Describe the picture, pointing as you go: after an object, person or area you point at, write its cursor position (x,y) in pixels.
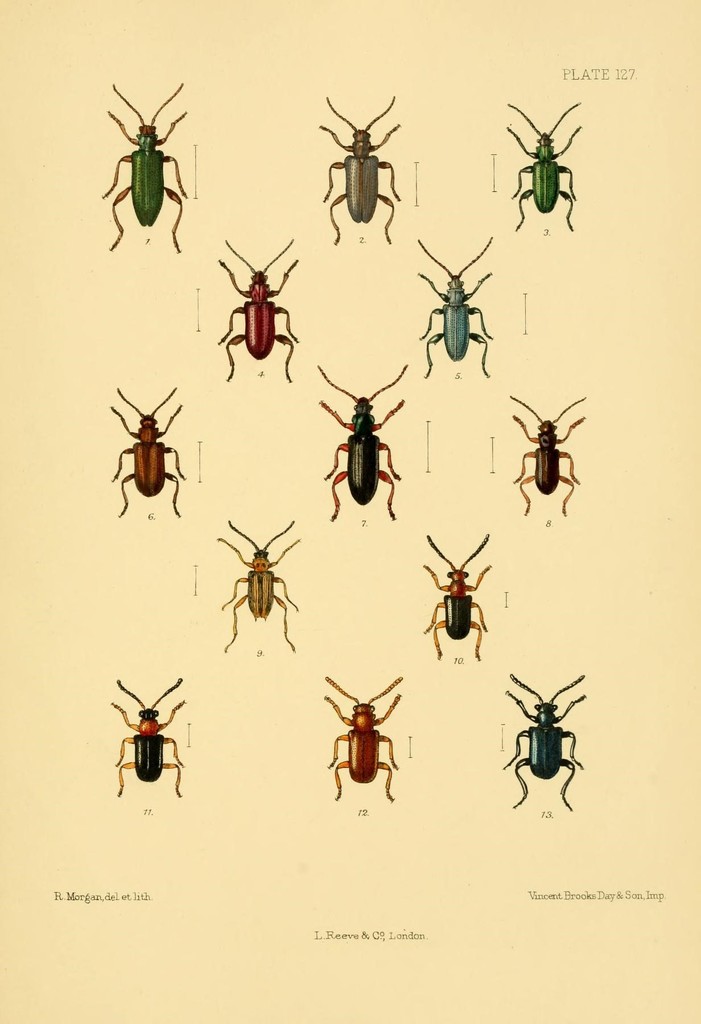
The picture consists of a paper (347,248), on the paper (339,363) we can see various images (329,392) of beetles (134,111). At the bottom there is text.
